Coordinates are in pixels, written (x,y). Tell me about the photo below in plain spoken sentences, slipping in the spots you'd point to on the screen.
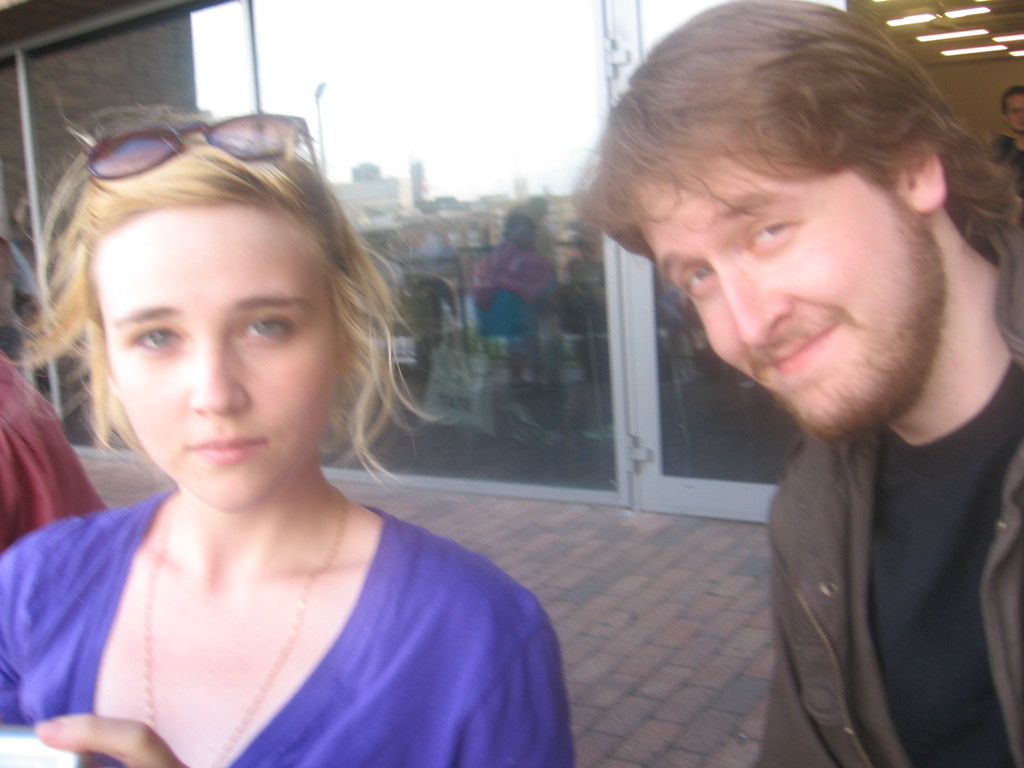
The man (843,532) on the right side of the picture (841,538) wearing black T-shirt (902,540) and brown jacket (830,553) is smiling. Beside him, the girl (325,582) in blue T-shirt (338,709) is holding something in her hand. Behind them, we see a glass door (627,353) and windows (582,307). This picture is clicked outside the building (681,373).
